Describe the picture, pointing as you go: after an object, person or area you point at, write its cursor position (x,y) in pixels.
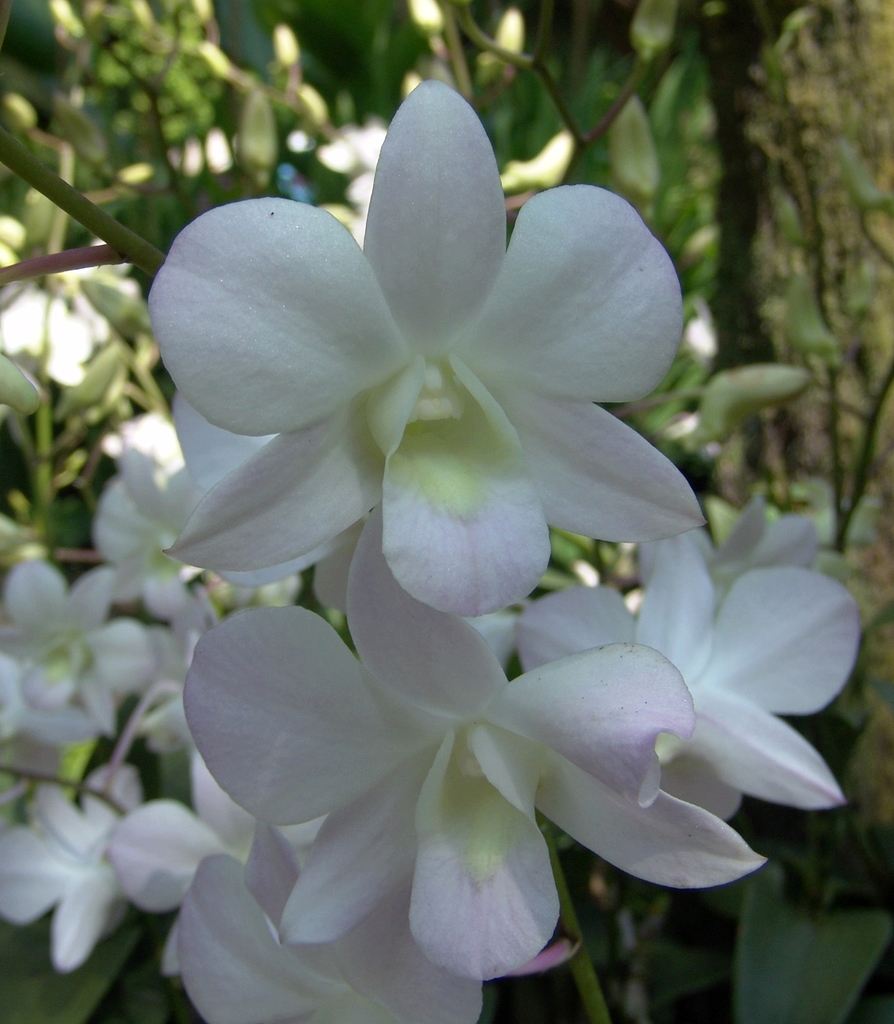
In the image we can see flowers (375,732), white and pale pink in colour and these are the leaves (277,128).
